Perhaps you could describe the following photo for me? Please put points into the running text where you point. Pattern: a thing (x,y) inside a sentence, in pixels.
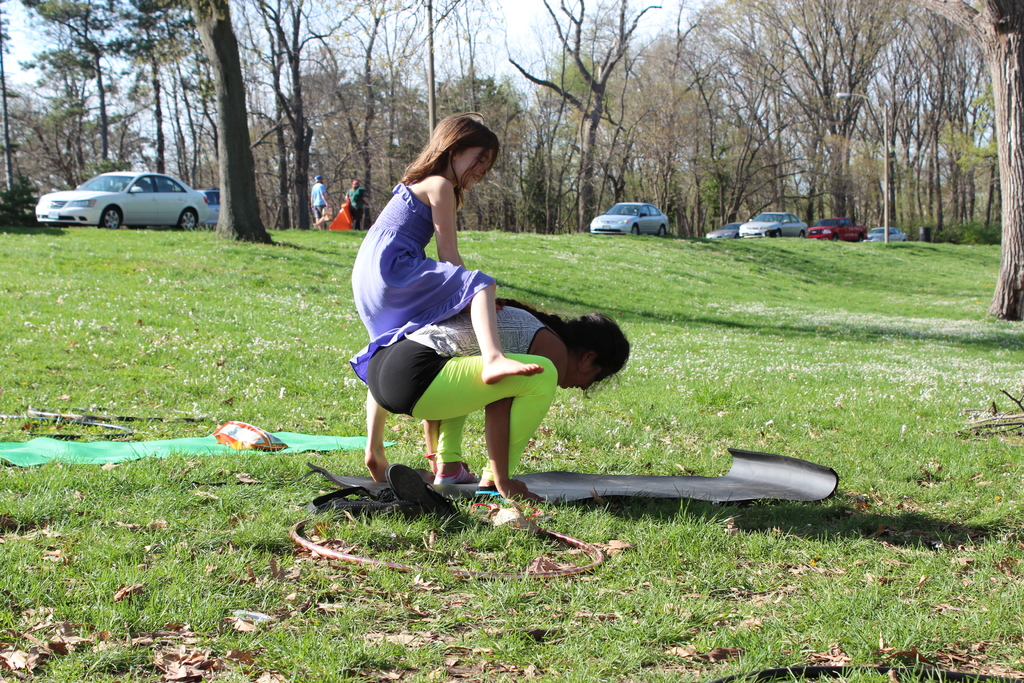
In this image in the front of there are dry leaves (445,609) on the ground (488,604) and in the center (440,258) there are persons (437,284) crouching and straddling and in the background (499,208) there are cars (652,225), trees (234,205) and there are persons (356,202) walking. In the center (343,445) on the ground (729,509) there are objects (281,451) which are green and black in colour.
